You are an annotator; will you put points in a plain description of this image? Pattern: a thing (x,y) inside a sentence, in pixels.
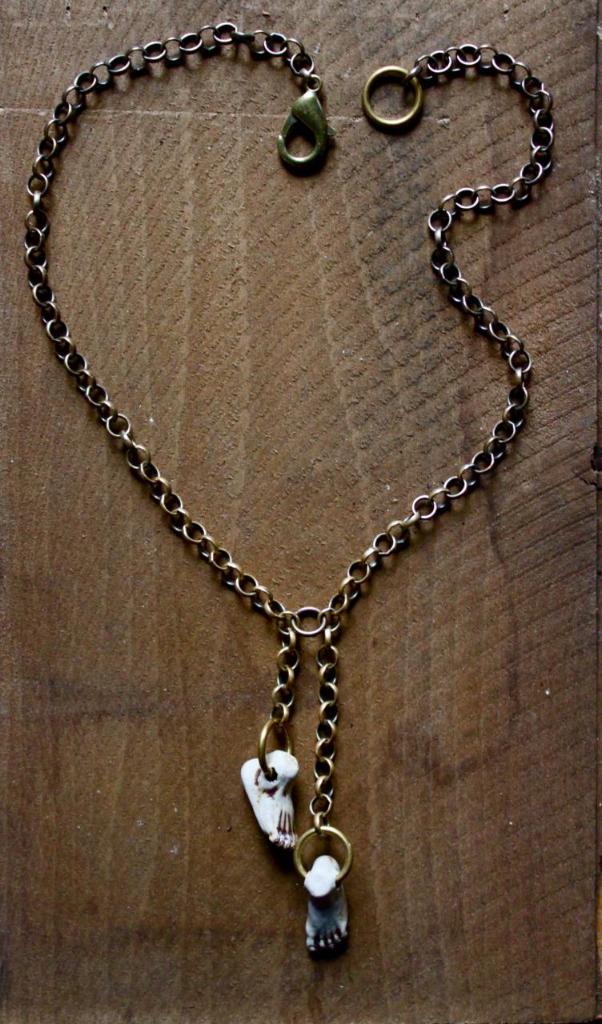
On this wooden surface (561,794) there is a chain (260,740) and two charms (321,905).
